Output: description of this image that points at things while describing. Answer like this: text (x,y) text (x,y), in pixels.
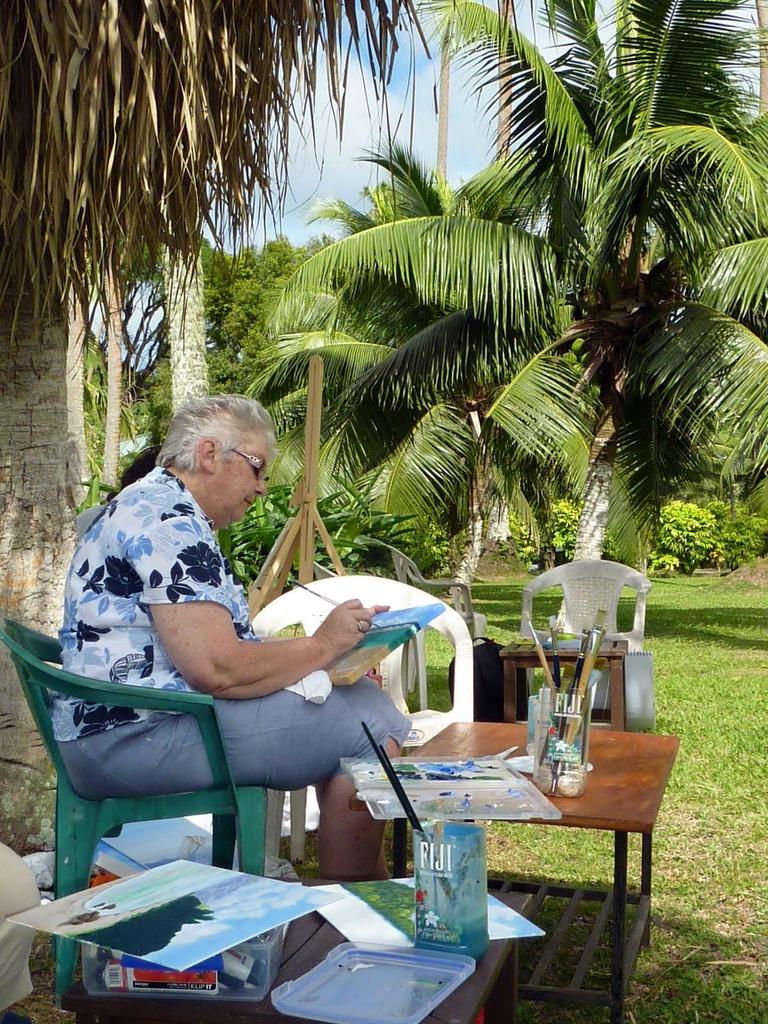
This person (199,484) sitting on the chair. We can see chairs (612,635) and table (622,750). On the table (624,855) we can see things (584,671). We can see trees (444,100), sky (383,141) with clouds (392,129). This is grass (696,866).
